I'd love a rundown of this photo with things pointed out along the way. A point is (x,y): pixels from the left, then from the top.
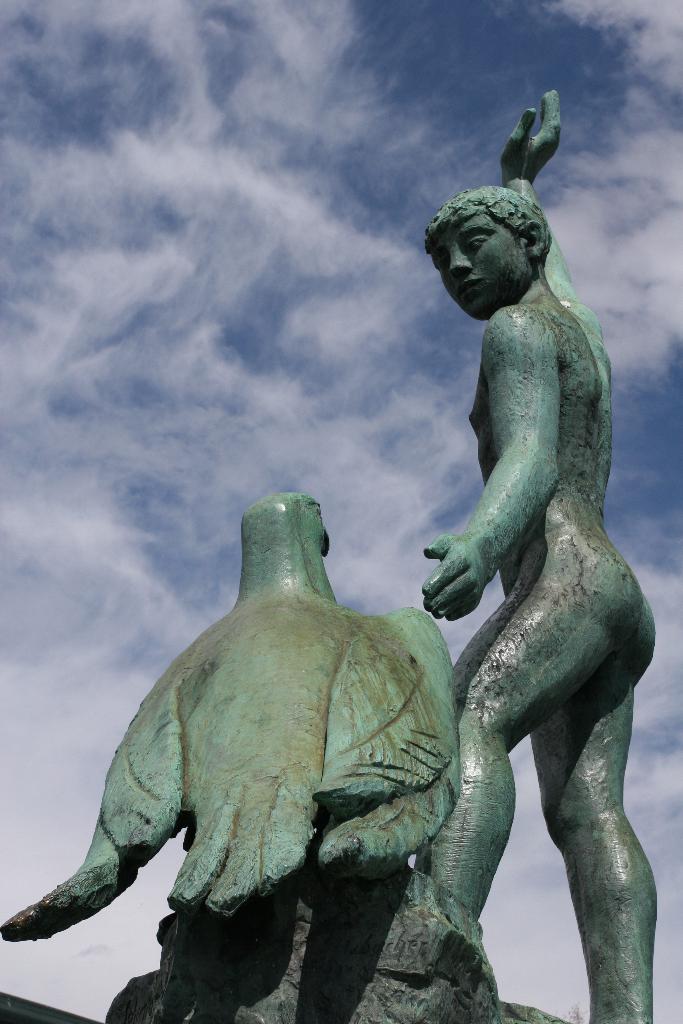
In this picture I can see statue (567,437) of a man (545,436) and a bird (295,543) and I can see a blue cloudy sky (272,276).
